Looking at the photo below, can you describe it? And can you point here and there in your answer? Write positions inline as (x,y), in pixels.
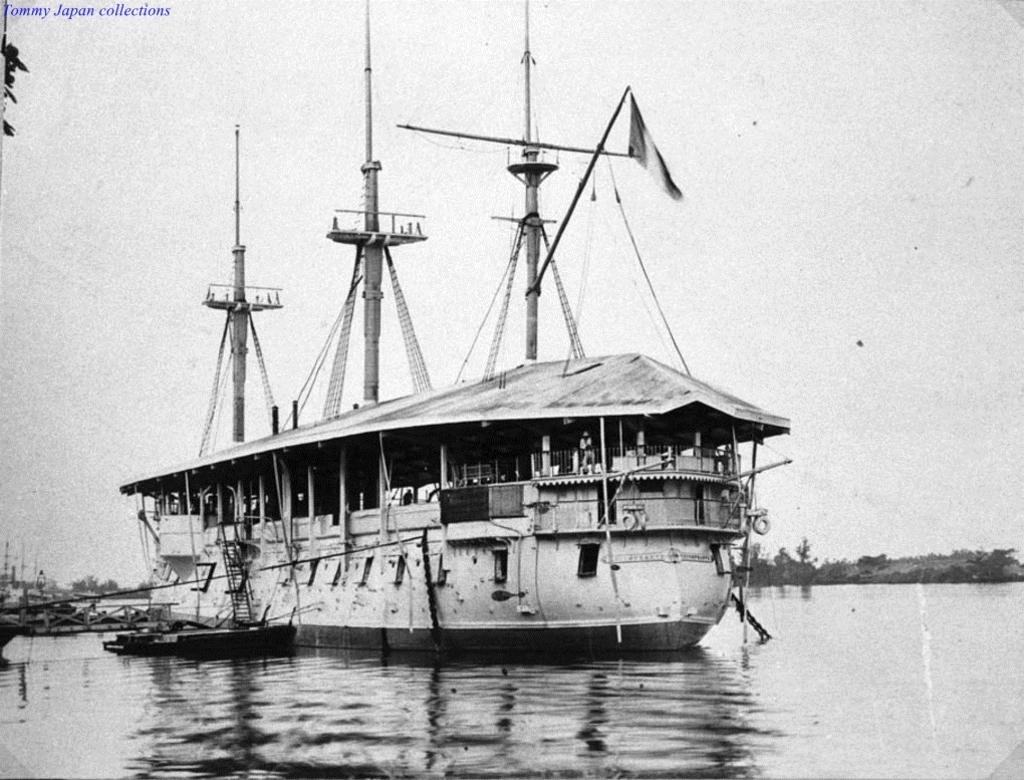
In this image I can see the boat (534,640) on the water (534,707). In the background (808,575) I can see the trees (793,574) and the sky (271,214). And this is a black and white image.
